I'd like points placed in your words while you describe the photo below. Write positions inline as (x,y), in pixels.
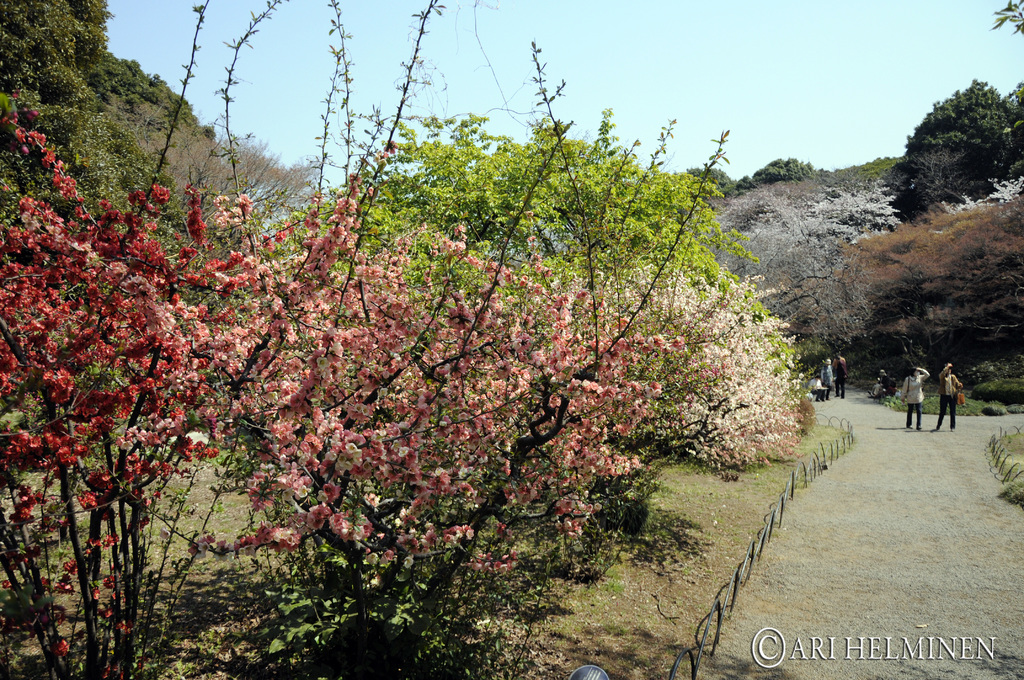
In this picture we can see a few people (889,377) on the path (928,414). There are some colorful flowers (346,293) and plants (741,436) are visible on the left side (61,359). We can see some fencing (836,450) on both sides of the path (771,622). There are a few trees (775,173) visible in the background (972,144). Sky (695,38) is blue in color. We can see a watermark (793,655) and some text (848,643) in the bottom right (962,638).
